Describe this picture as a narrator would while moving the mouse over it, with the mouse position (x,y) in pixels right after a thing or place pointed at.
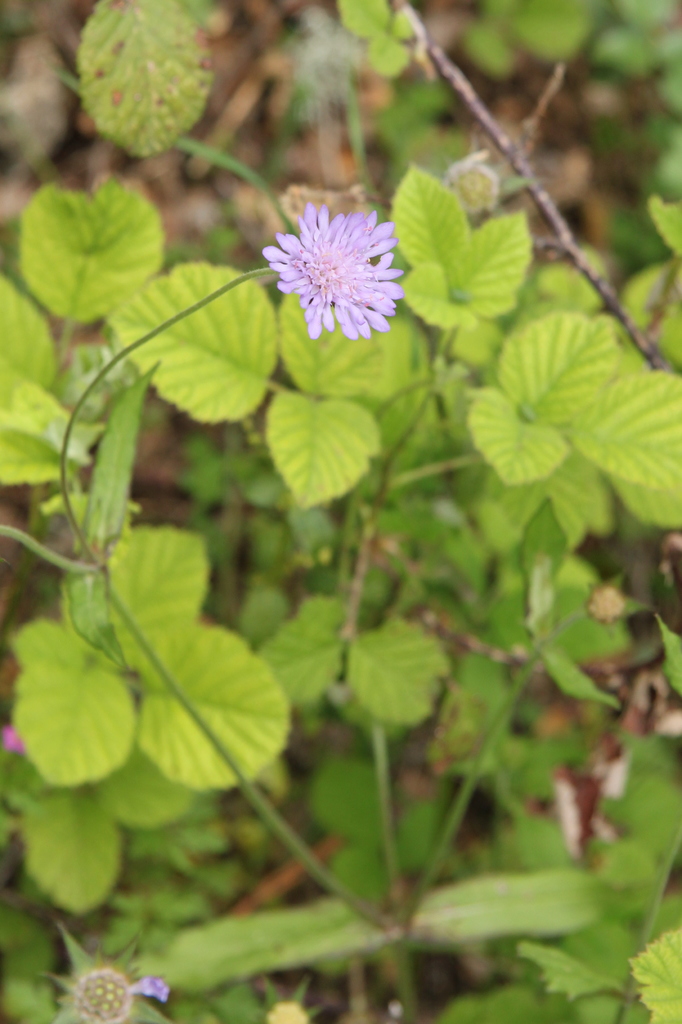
In the picture we can see some plants (445,881) and a flower (369,306) to it which is violet in color.
